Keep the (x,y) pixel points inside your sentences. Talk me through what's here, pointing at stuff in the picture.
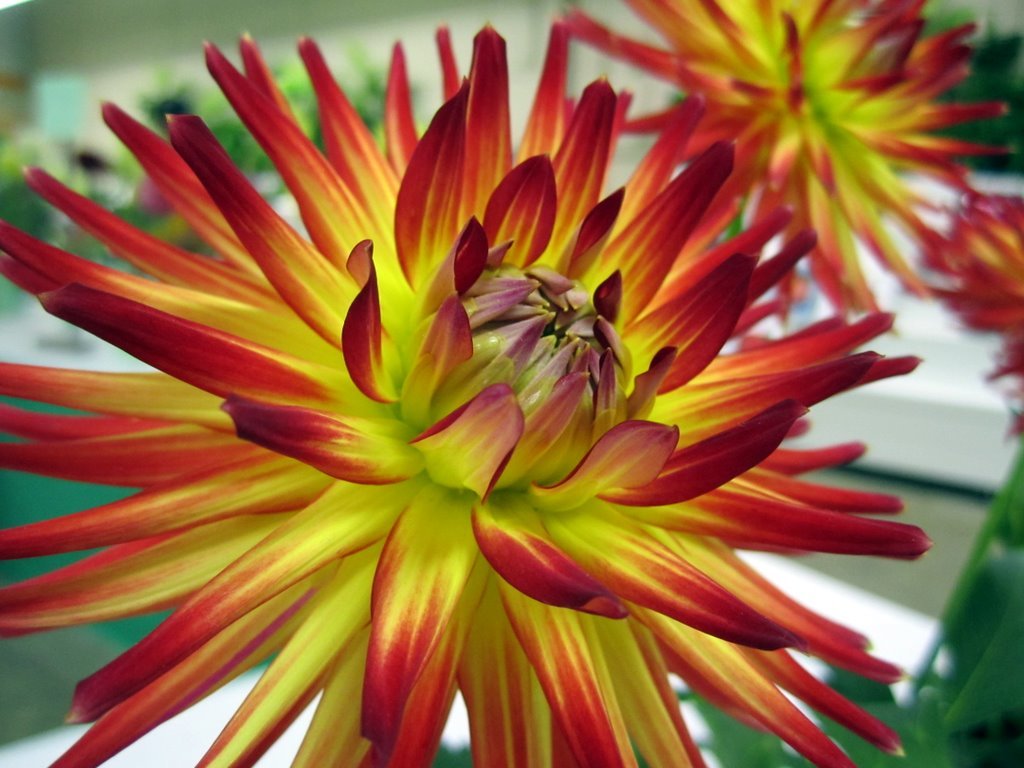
In this picture we can observe yellow and red color flowers (333,481). The background (94,122) is completely blurred.
